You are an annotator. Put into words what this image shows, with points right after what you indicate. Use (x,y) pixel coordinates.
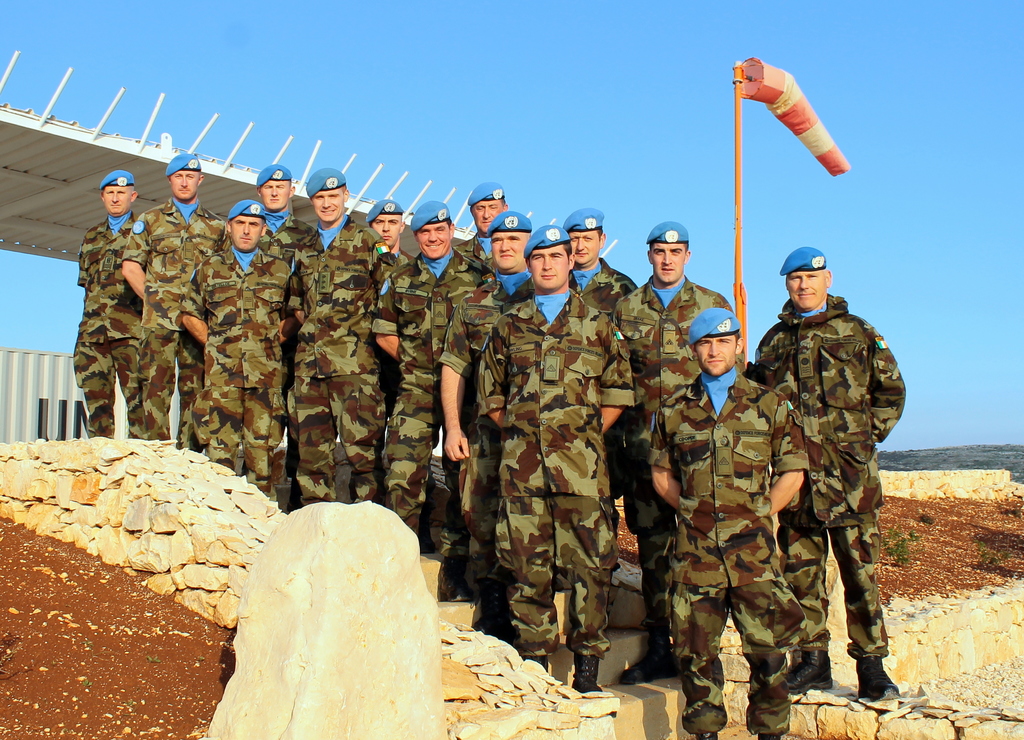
In this image, in the middle (374,488), we can see a group of people (534,546) standing on the staircase (617,607). On the right side (807,117), we can also see a windsock (795,130), on the right side (1006,479), we can see a wall (920,480) which is made of stones (992,482), plants (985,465). On the left side (208,506), we can see a stone (293,602) and a wall (207,472) which is made of stones (250,545), container (57,429). On the left side (116,133), we can also see metal roof (217,183). At the top (545,52), we can see a sky (827,91), at the bottom (907,553), we can see a land (936,566) with some grass (896,531) and stones (979,697).
